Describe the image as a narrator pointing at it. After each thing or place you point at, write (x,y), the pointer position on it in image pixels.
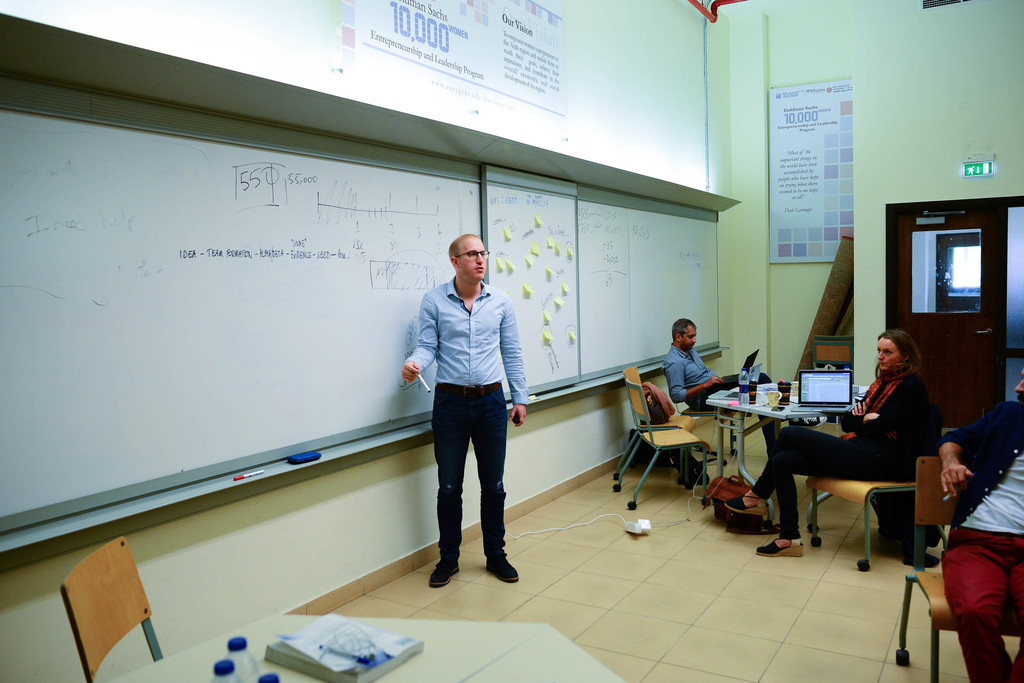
a person (450,435) is standing. behind him there are white boards (267,299). in the front (452,635) there are tables (507,666) and chairs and the people (816,450) are sitting. on the table (426,659) there are books (336,646), bottle (231,666), laptop (815,390). behind it there is a door (925,345).
